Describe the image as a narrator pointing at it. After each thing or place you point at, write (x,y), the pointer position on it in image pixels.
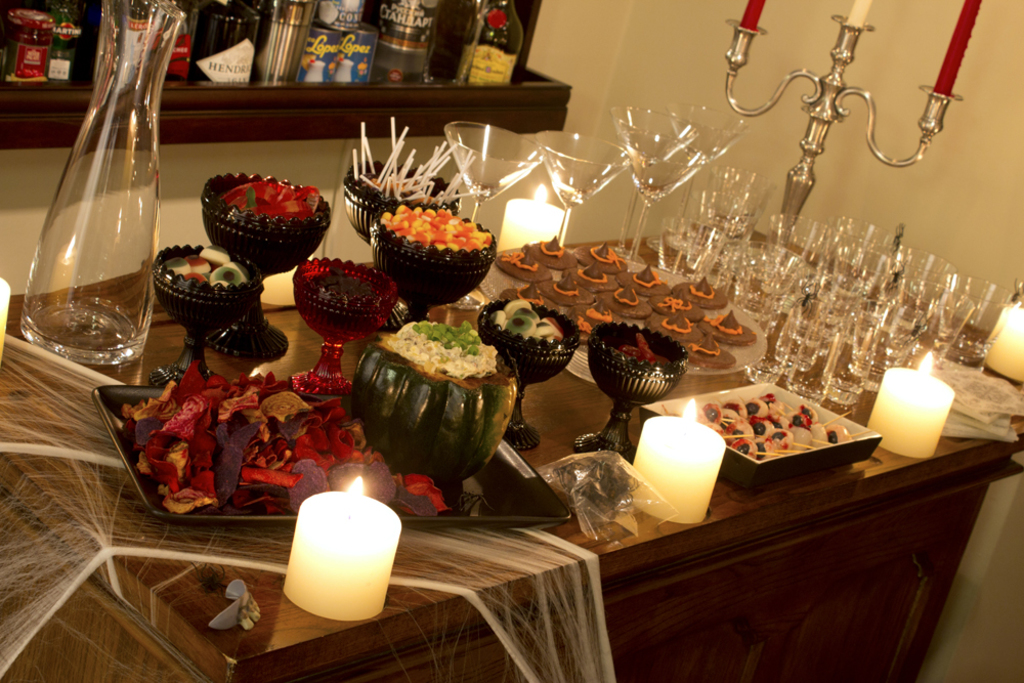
In this picture there is a table (644,249) on which there are some food items (468,240) glasses (706,231) and some candles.
